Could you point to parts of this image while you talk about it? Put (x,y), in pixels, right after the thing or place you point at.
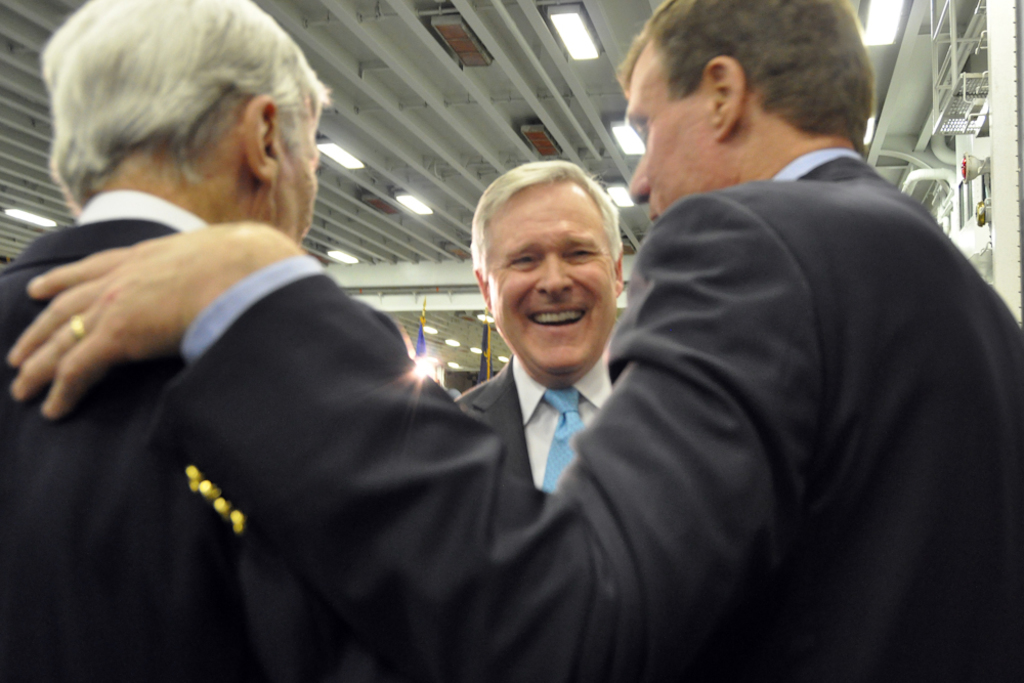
In this picture we can see three men (326,460). Behind the men (371,471), there are two objects (483,352). At the top of the image (579,25), there are ceiling lights (589,34). In the top right corner of the image (937,152), there are some objects (979,157).
